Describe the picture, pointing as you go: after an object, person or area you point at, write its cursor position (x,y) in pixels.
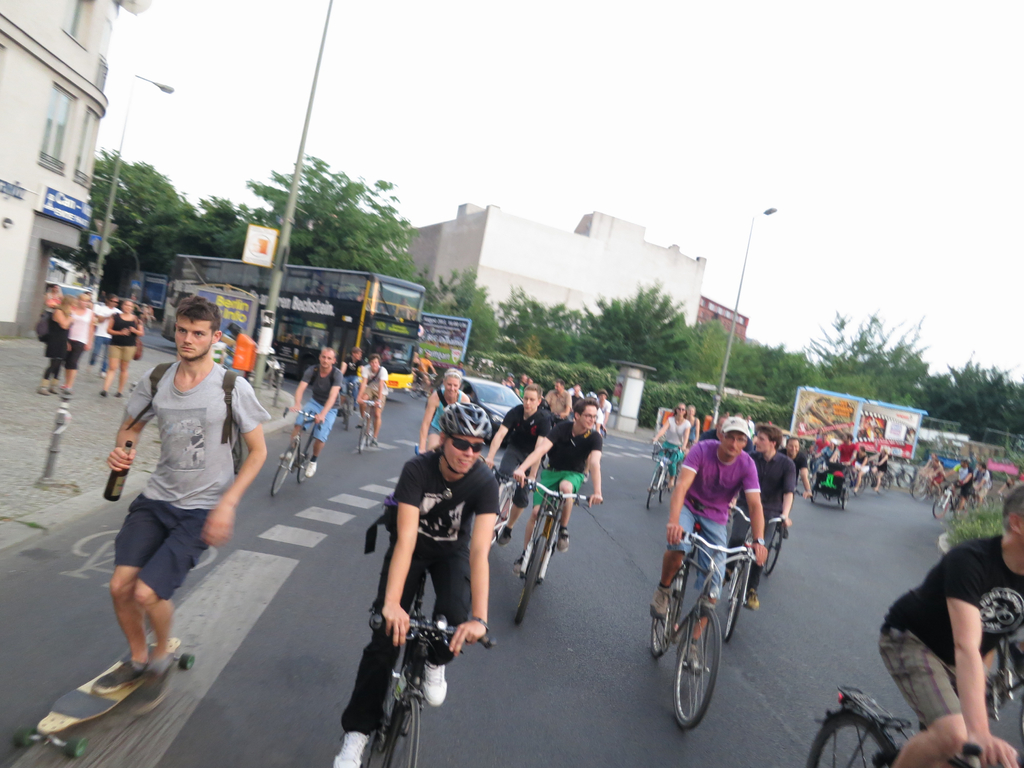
This is a picture taken in the outdoors. It is sunny. There are group of people (435,679) riding the bicycle (408,691) on road (604,699). The man (217,489) riding a skateboard (93,708) and holding a bottle (125,476). Background of this people (166,465) is a pole (294,202), tree (323,225), building (515,222) and sky (650,131).
